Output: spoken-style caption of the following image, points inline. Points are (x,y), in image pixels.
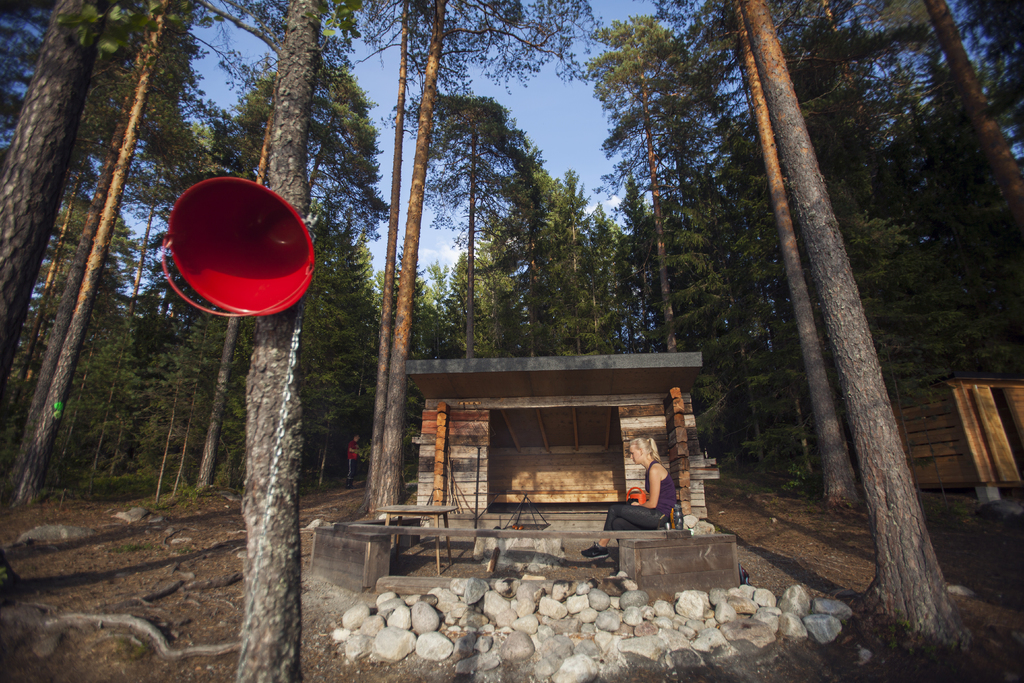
Here I can see many trees (483,310). In the middle of the image (615,417) I can see a wooden cabin (582,476). In front of this a woman (635,512) is sitting on a bench (661,534) facing towards the left side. On the ground (334,612), I can see the stones (461,614). On the right side (963,440) there is another wooden cabin (945,417). On the left side (274,306), I can see a red color bucket (232,240) which is attached to a tree trunk (290,155). At the top (563,109) I can see the sky (561,109).
